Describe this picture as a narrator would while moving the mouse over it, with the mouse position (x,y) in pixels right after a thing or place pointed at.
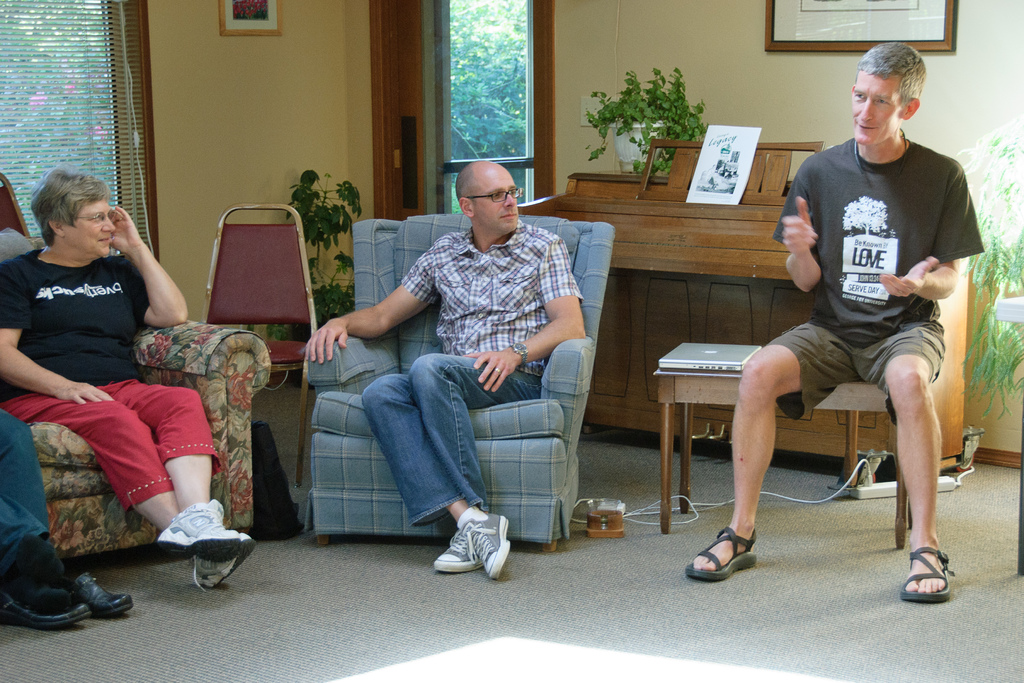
It is a picture inside a house (327,272) there are two people (433,394) sitting on the sofa (262,354) and beside them a man (789,406) is sitting on a table (683,388) to his left there is a laptop (679,368) behind him there is a wooden piano (755,201) and some booklet (724,159) on that there is also a plant (665,135) beside it in the background (451,121) there is a door (417,137) to the left (261,29) to the wall (306,31) there is some photo frame (228,28) and beside it there is a window (94,149) outside the window (68,40) there are some trees (491,104).
